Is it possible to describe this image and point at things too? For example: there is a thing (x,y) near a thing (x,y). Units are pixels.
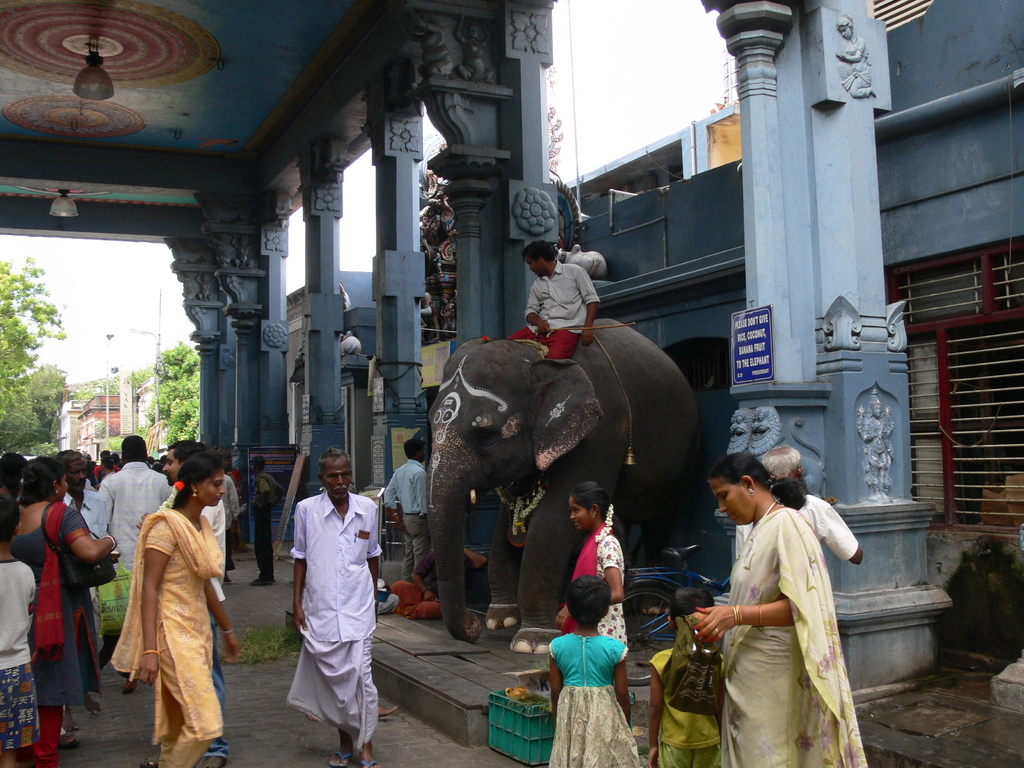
In this picture there are many people (57,521) walking here. There is an elephant (500,529) on which a person (555,287) is sitting. There are some pillars (402,319) here. In the background (185,384), there are some trees (170,383) and sky (99,290).
